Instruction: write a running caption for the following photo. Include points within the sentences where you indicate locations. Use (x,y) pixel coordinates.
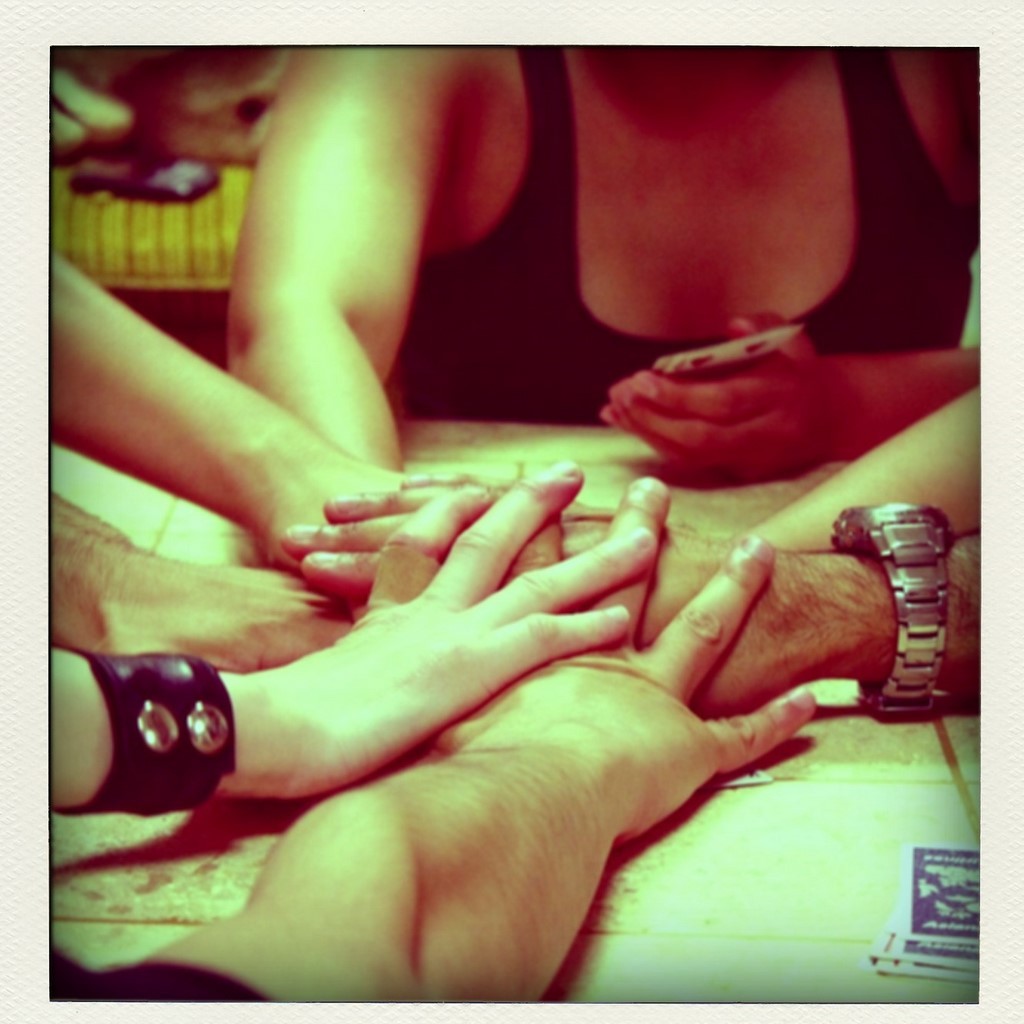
In this image there are so many people hand's (298,711) one above the other.
